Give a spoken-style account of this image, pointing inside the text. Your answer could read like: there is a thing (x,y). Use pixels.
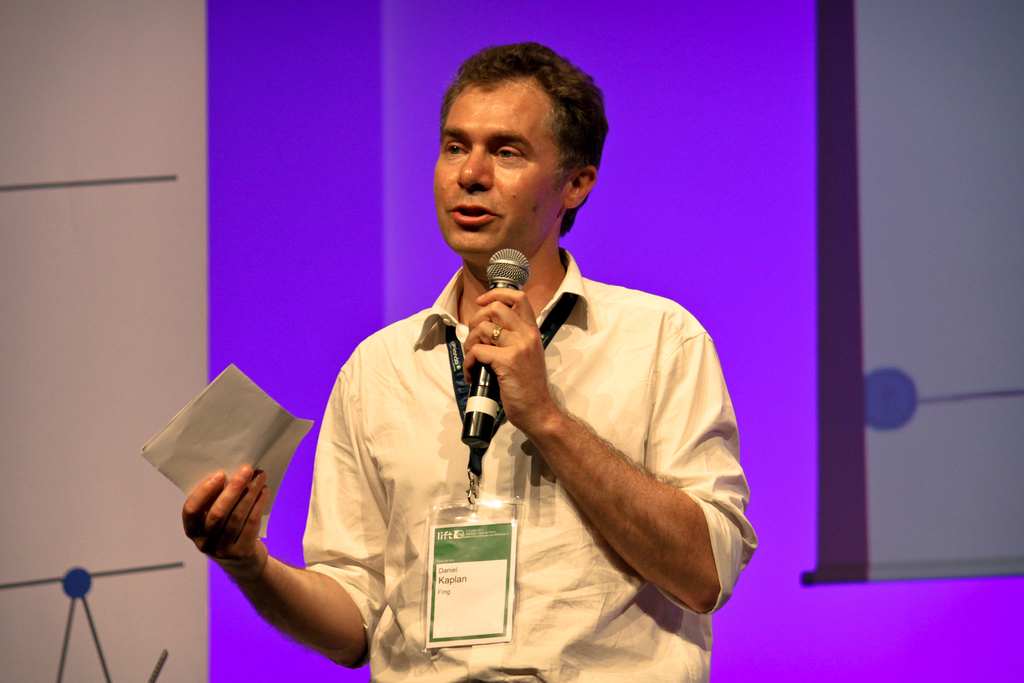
In the image there is a man (550,424) in cream shirt (365,473) and id card (492,572) talking on mic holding a paper (231,466) and behind him there is wall (770,88) with purple color on it.
